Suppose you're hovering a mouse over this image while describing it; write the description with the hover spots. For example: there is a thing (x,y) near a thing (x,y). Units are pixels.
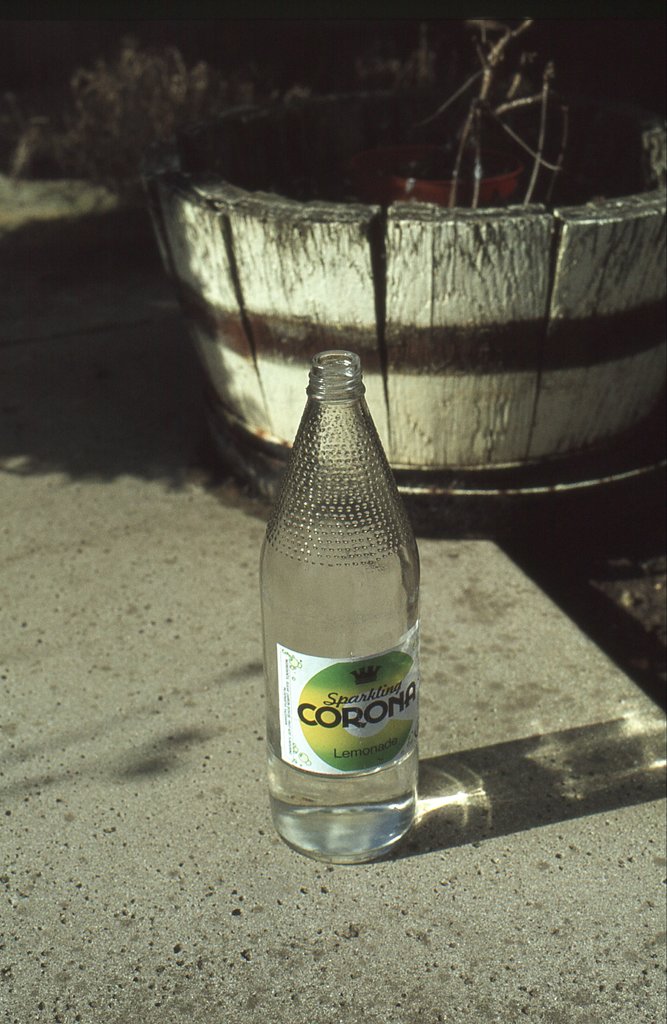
In this image there is a bottle (353,652) and a flower pot (358,296) on the floor (204,577).
